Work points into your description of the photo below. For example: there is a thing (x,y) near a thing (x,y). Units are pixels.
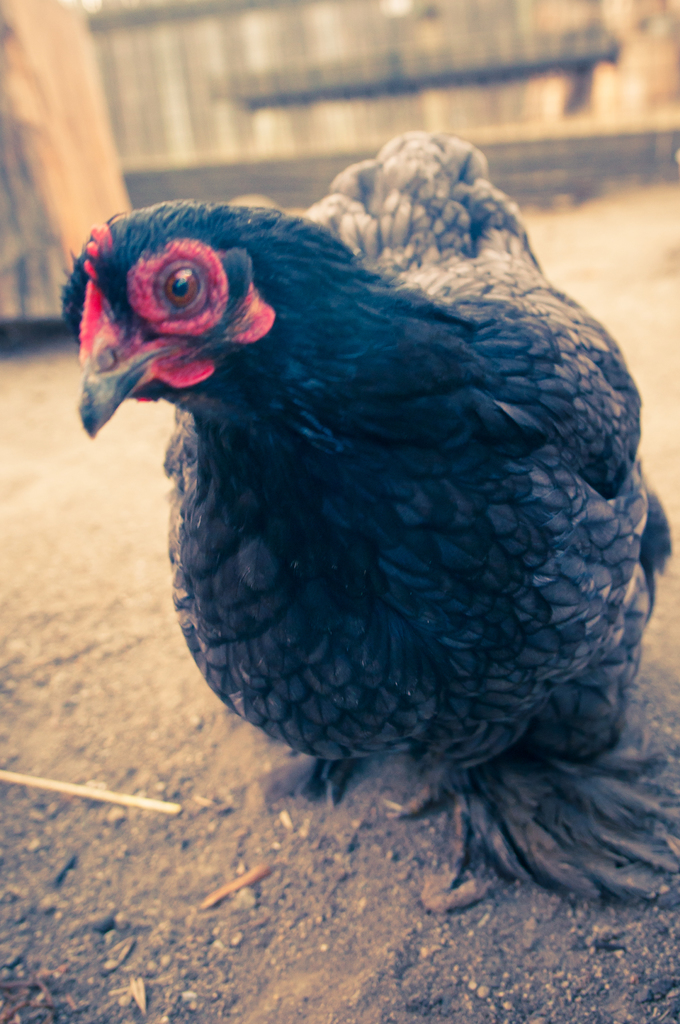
In this picture I can observe a bird (382,436) which is in black color on the land (221,988). It is looking like a hen (332,347). The background (78,168) is blurred.
